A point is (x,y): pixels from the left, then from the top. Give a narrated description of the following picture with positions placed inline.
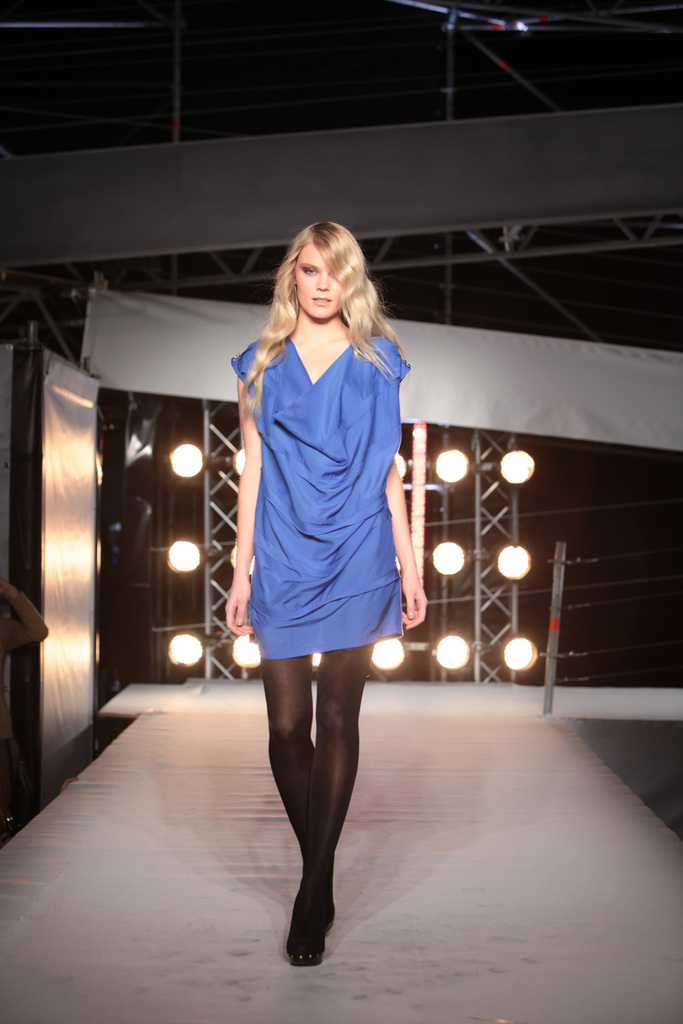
Here we can see a woman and this is floor (478,964). In the background (513,451) there are lights (527,465), poles (475,598), wires (582,510), and banners (637,428).
